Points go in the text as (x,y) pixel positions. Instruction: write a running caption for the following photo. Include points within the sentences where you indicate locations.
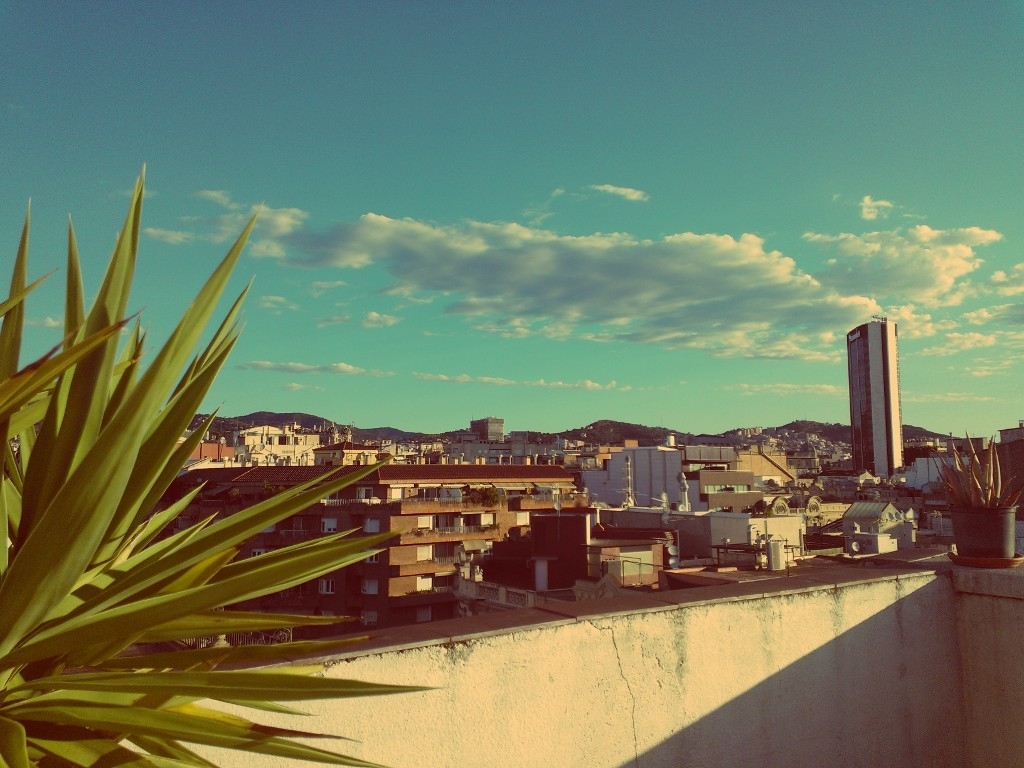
In this picture there are buildings (858,404) in the center of the image (427,455), there are plants (322,559) on the right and left side of the image (26,701), there is sky (559,199) at the top side of the image (541,196).
